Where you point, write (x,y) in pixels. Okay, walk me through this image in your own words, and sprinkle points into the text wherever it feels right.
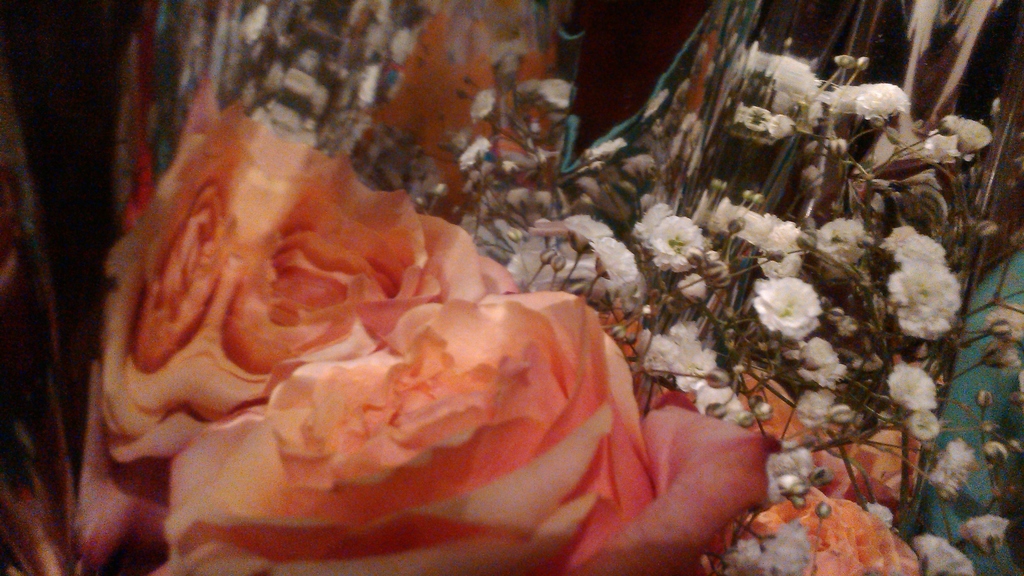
This image consists of flowering plants (478,360) This image is taken may be in a hall (7,203).
